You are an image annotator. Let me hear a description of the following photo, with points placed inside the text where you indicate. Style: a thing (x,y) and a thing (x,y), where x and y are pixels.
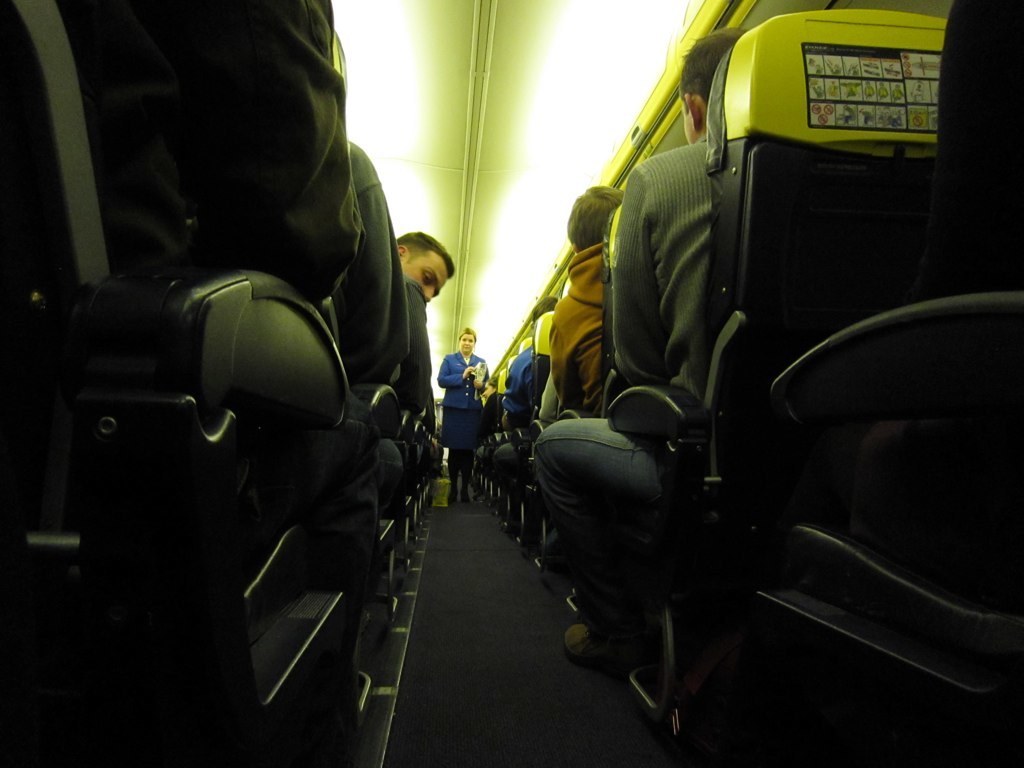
In this image on the left (326,192) and right side (700,255), I can see some people (305,260) are sitting on the chairs (692,458). In the middle (469,387) I can see a woman (469,431) standing.
